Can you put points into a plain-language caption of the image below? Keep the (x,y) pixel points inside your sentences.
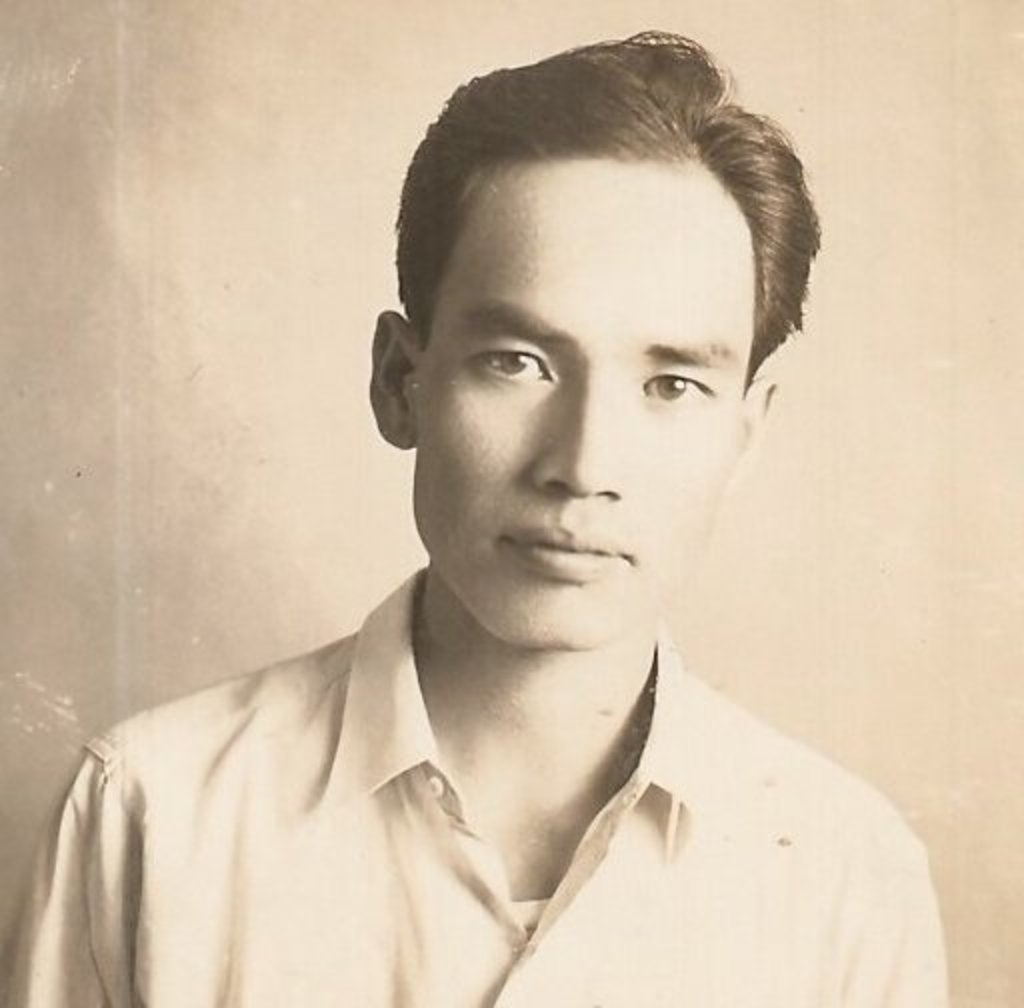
There is a man (865,874) wore shirt (708,898), behind this man (708,898) we can see wall (913,113).
